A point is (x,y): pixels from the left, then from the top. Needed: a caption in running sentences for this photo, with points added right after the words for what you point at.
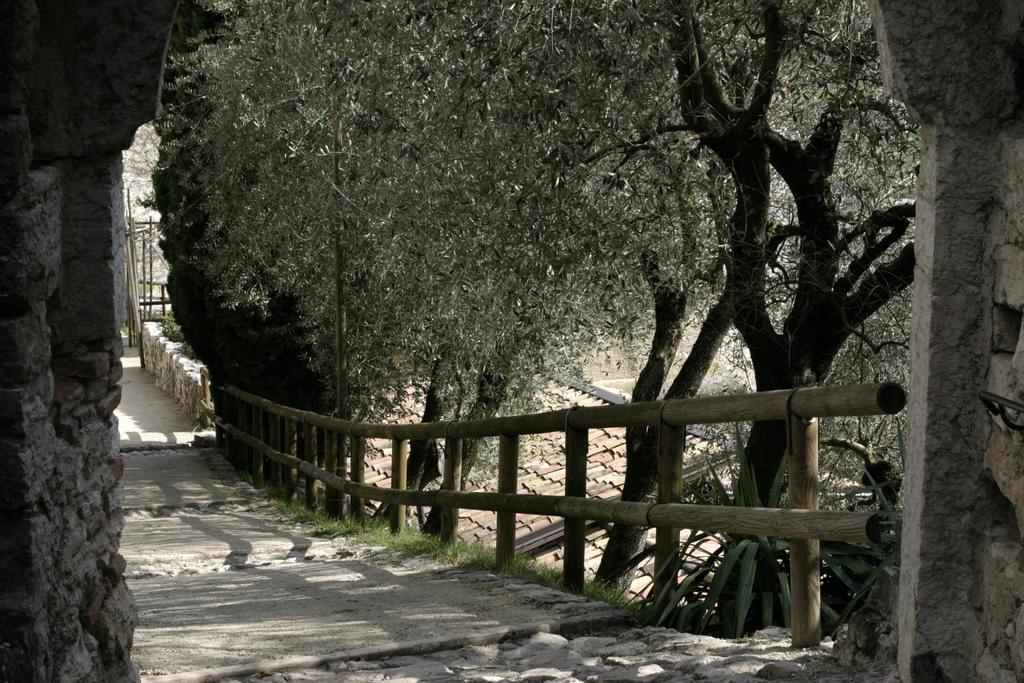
In this image we can see an arch (975,361) and there is a walkway (485,571). In the background (458,240) there are trees (879,140) and we can see a shed (530,464).
